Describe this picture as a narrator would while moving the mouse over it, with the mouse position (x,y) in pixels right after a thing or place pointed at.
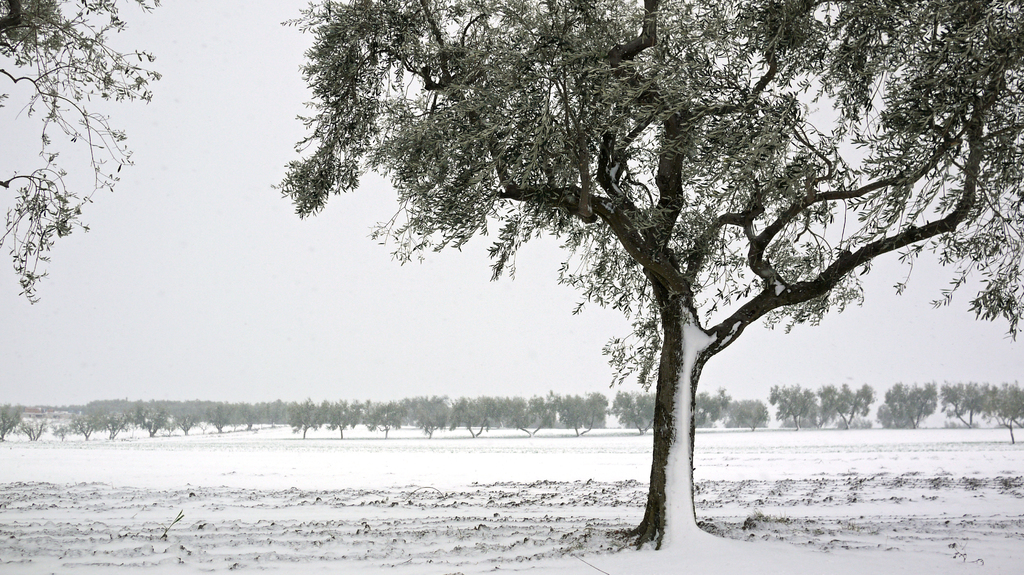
In this picture we can see trees (416,421) and we can see sky (247,306) in the background (243,286).
